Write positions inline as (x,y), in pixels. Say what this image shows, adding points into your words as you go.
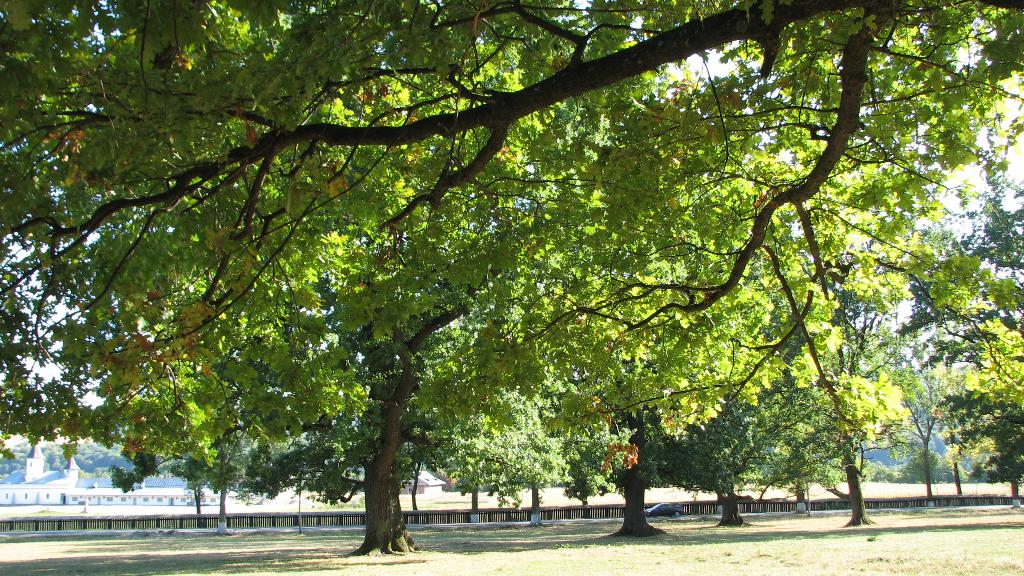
In this picture we can see grass (643,552), trees (318,487) and car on the road (649,516). In the background of the image (52,495) we can see houses (70,476), trees (423,459) and sky (60,306).
